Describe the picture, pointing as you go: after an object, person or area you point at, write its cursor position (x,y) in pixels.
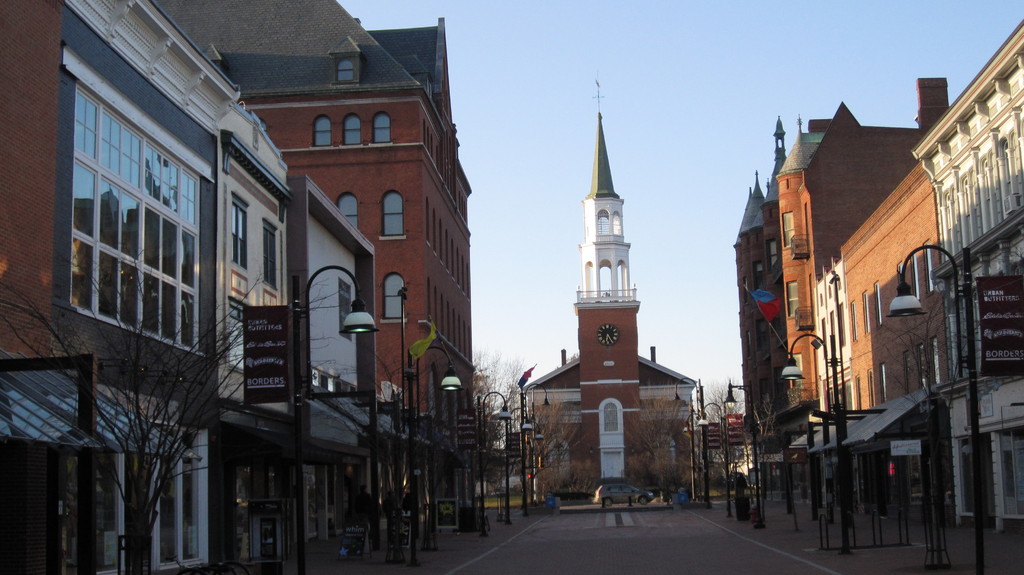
This image consists of building (586,406). In the middle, there is a road (628,556). In the front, we can see a clock tower (595,385). At the top (627,40), there is a sky (681,41). On the left (144,497), there is a tree (139,503).
